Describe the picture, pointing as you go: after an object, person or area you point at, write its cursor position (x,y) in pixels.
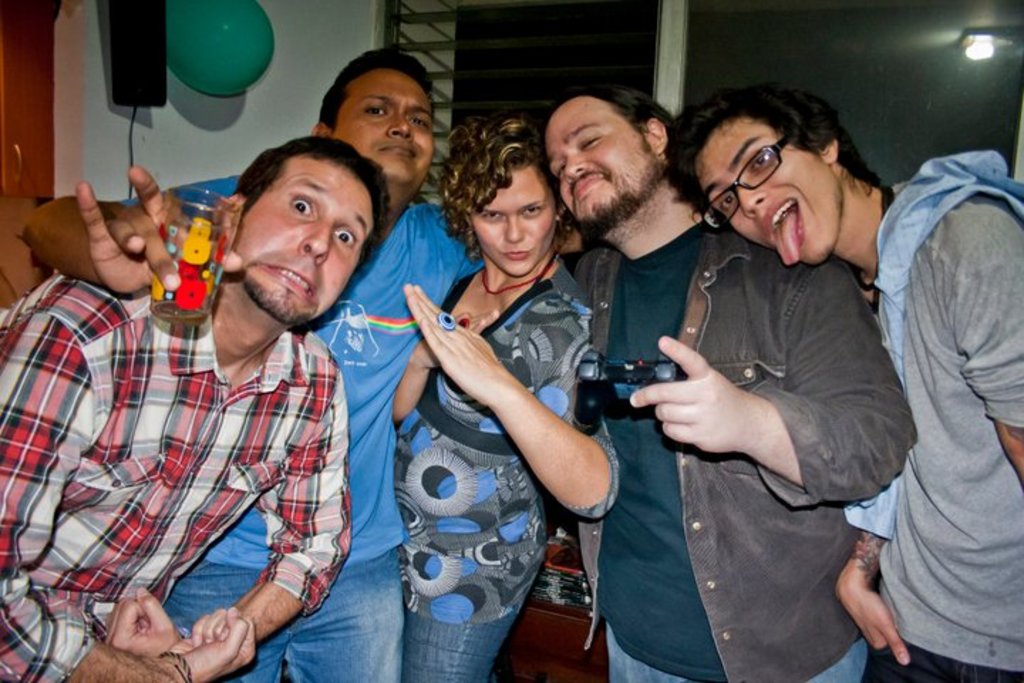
In this picture I can see five persons (463,429) standing, there is a balloon (200,71) and some other objects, there is a wall (339,9) with a window (518,32), and there is a reflection of light (971,38).
